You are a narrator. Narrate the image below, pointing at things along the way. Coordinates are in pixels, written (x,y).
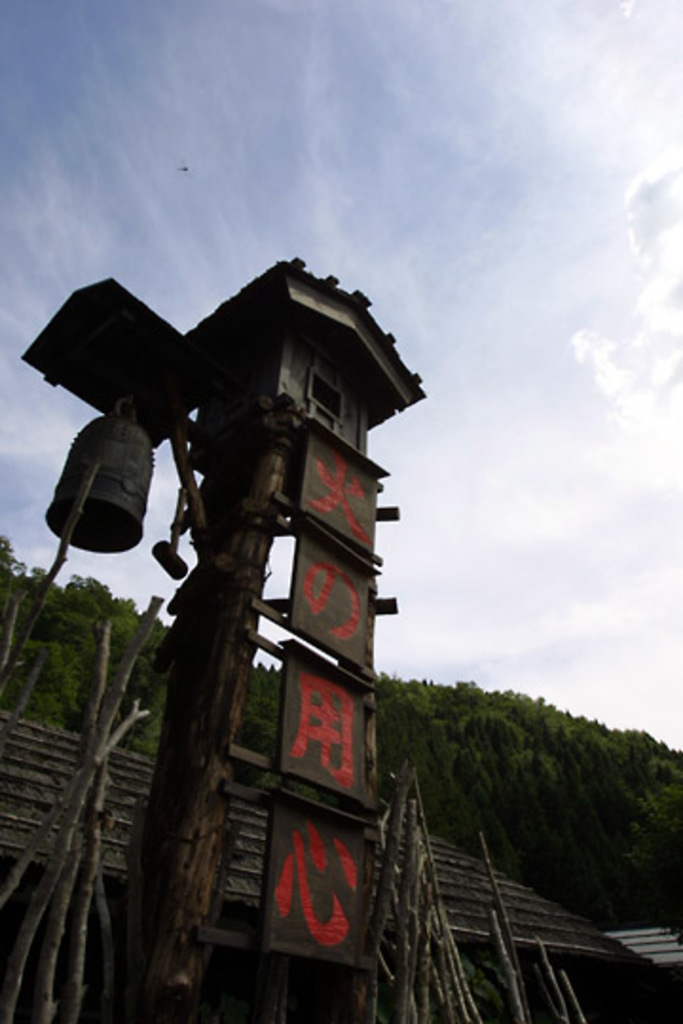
In this image I can see a wooden pole (247,583), few black colored boards (304,820) attached to it and on the wooden pole (271,450) I can see a small house (282,392). I can see a bell (87,437) which is black in color to the wooden pole (202,879). In the background (60,705) I can see a building (0,754), few trees (500,865) and the sky (319,195).
